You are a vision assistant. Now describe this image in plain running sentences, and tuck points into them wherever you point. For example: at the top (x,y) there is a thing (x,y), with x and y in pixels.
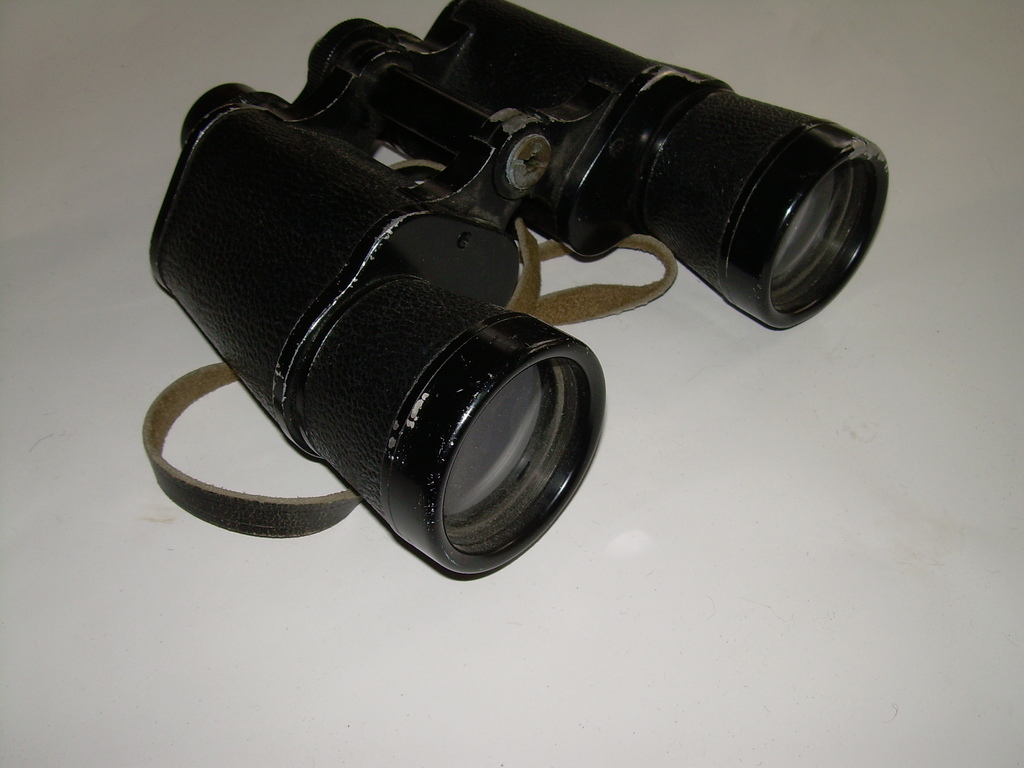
In this image I can see a black colour binocular (373,358) on the white colour surface (40,97).
